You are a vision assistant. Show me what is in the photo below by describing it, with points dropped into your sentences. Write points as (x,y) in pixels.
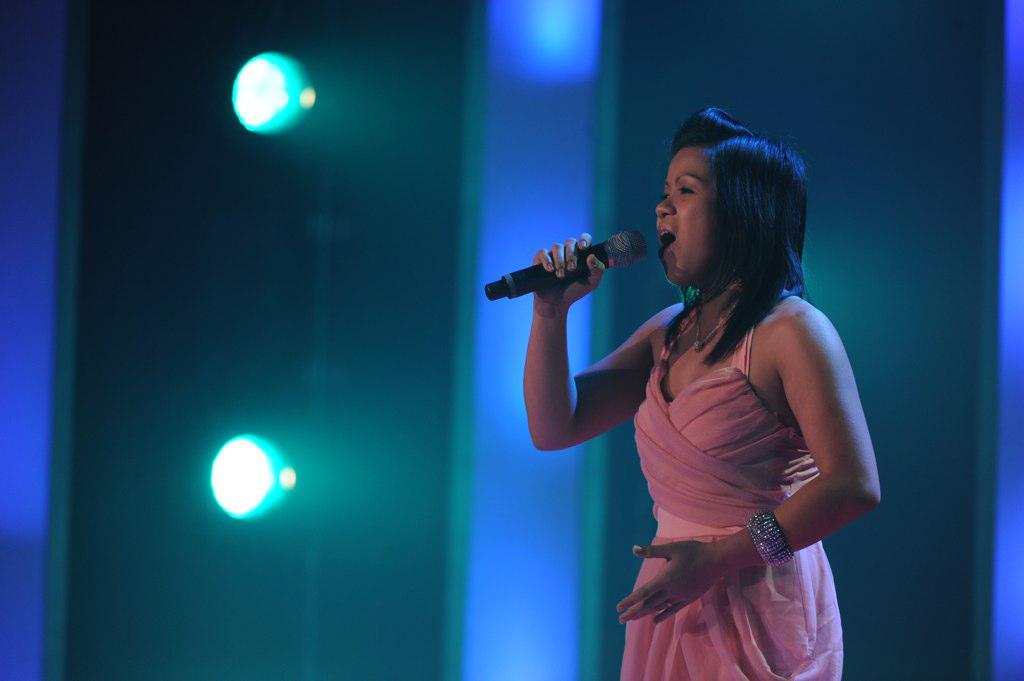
A woman (671,484) wearing a pink dress (700,507), bangle (757,546) is holding mic (615,260) and standing. In the background (266,463) there are lights (250,496).
